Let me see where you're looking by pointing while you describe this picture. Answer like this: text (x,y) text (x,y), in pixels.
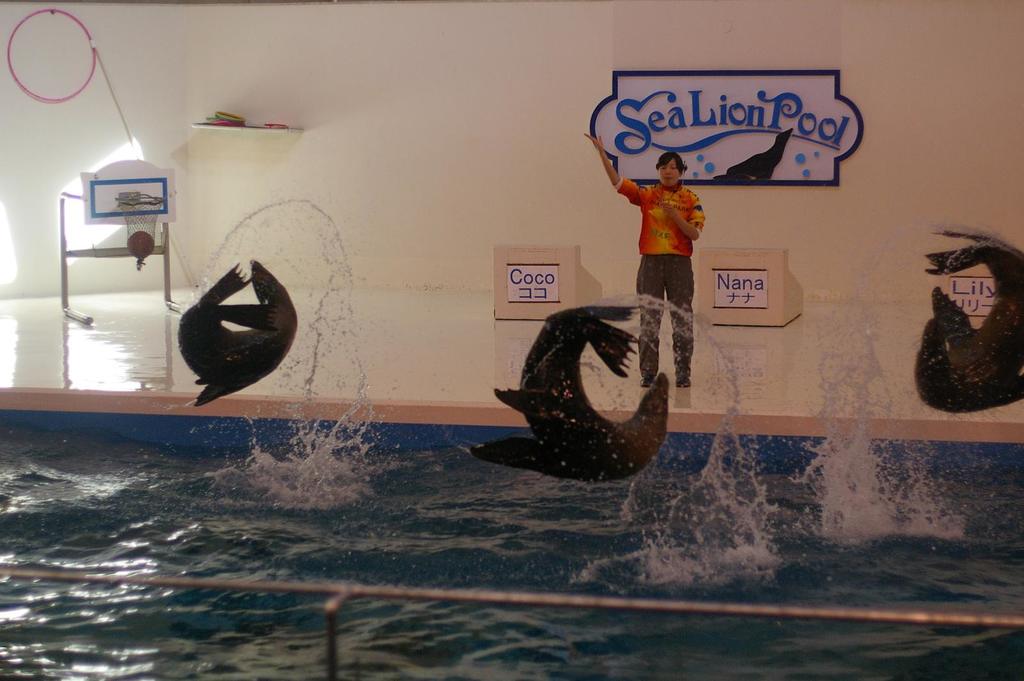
In this picture there are three sea lions (1006,398) jumping from the water (450,536). On the bottom (310,501) we can see swimming pool (672,527). Here we can see a person (693,221) who is wearing shirt (663,232), jeans (674,342) and shoe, standing near to the desk (767,301). Here we can see board (827,135). On the left (164,173) there is a stand (153,216) near to the wall (110,161).
